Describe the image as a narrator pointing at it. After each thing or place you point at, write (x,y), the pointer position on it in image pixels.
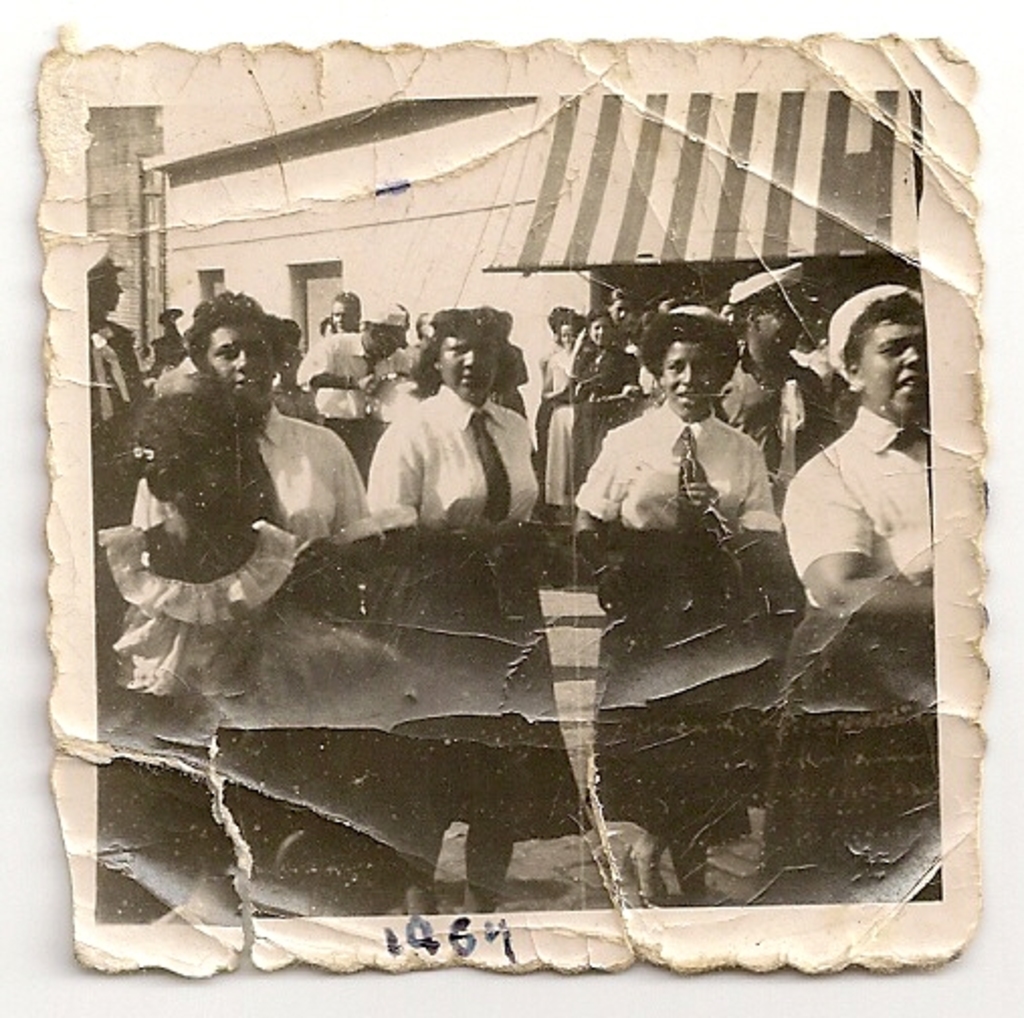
In this image we can see a photograph (423,593). In the center of the image (416,616) there are people (416,425) wearing uniforms (677,490). In the background (330,246) there is a shed (314,244).
